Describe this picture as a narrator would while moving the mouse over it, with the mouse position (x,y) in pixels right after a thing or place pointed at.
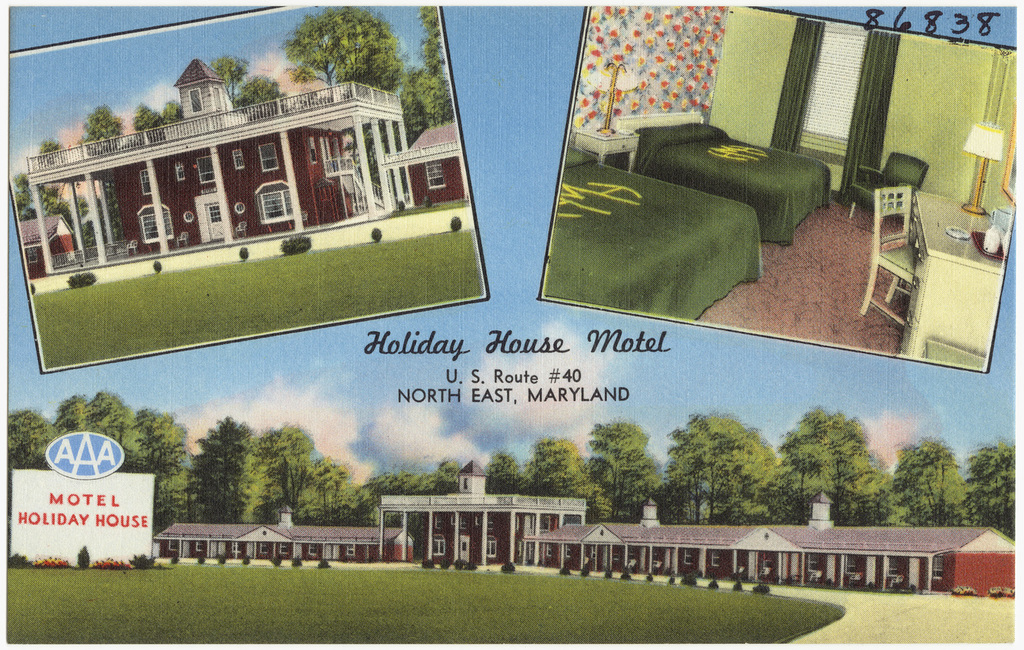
In the image in the center, we can see one poster (500,236). On the poster (543,259), we can see buildings (252,158), trees (789,504), plants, grass (14,632), beds (760,166), tables (934,202), chairs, lamps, curtains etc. In the background (293,417) we can see the sky (800,364), clouds (895,430) and trees (988,492). And we can see something written on the poster (475,491).
